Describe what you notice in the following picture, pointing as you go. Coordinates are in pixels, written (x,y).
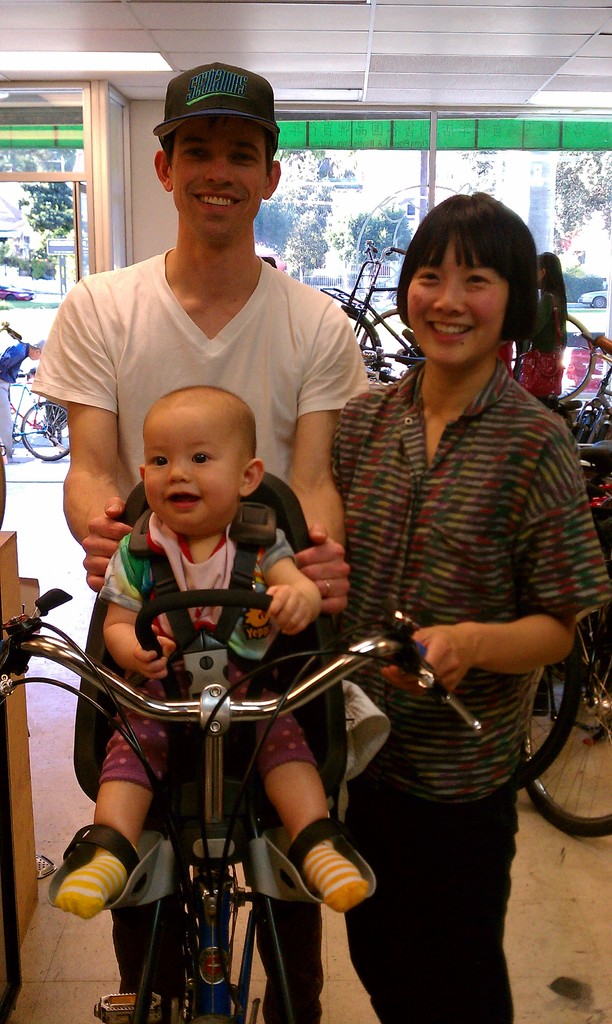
In this image, there is an inside view of a building (504,135). There are two person (306,326) standing and wearing clothes (468,533). There is a kid (184,589) in the bottom left of the image (165,721) sitting on the cycle (191,714). There are some cycles (594,461) behind these persons (410,501).
